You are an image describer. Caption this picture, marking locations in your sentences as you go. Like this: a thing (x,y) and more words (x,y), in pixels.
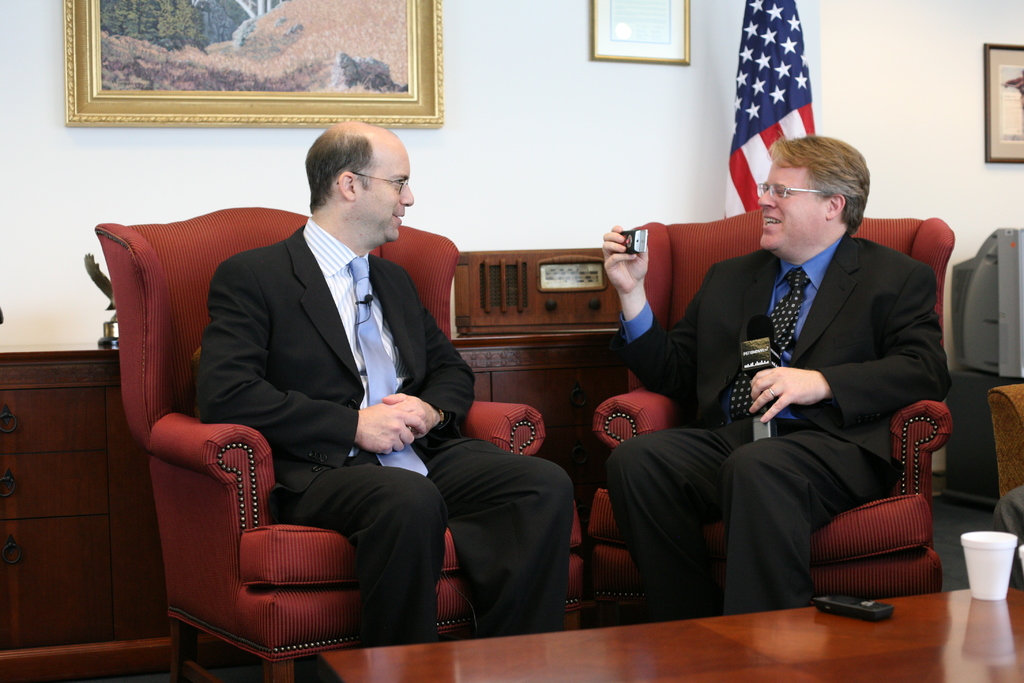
These two persons (321,187) are sitting on the chairs (144,390) and talking, this person (815,354) holding microphone (753,323) and object (639,250). We can see cups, remote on the table (915,664). On the background (546,129) we can see wall (942,79), frames (988,96), flag (752,47).
